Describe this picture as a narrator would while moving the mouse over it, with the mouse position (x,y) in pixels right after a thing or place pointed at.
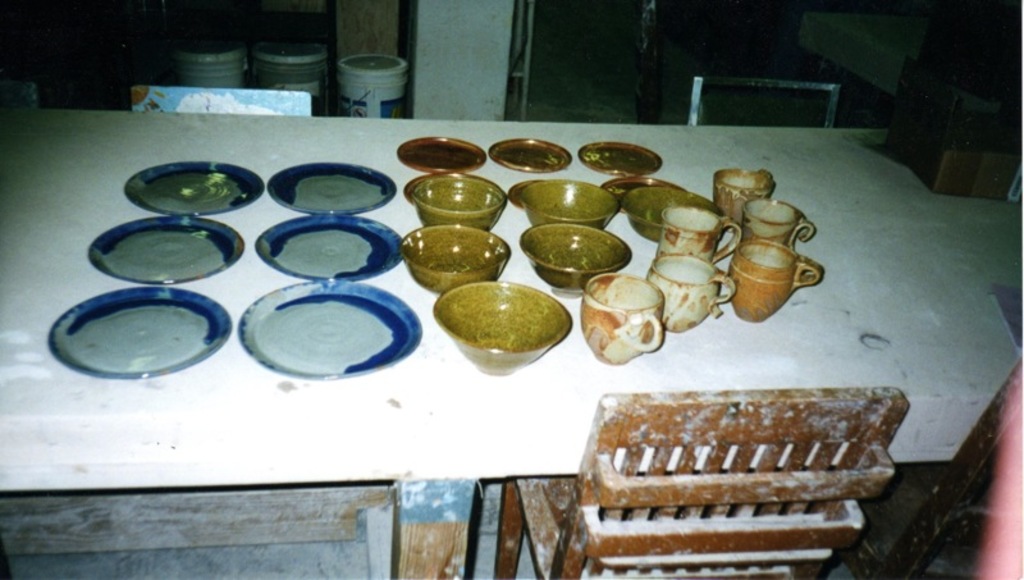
In the foreground of this image (318,264), there are plates (262,296), bowls (468,254), cups (686,291) on the table (423,411). At the bottom (791,519), there are chairs (737,520) and at the top (261,73), there are few buckets (306,68), chairs (278,94), floor (591,94) and a pillar (463,50).
